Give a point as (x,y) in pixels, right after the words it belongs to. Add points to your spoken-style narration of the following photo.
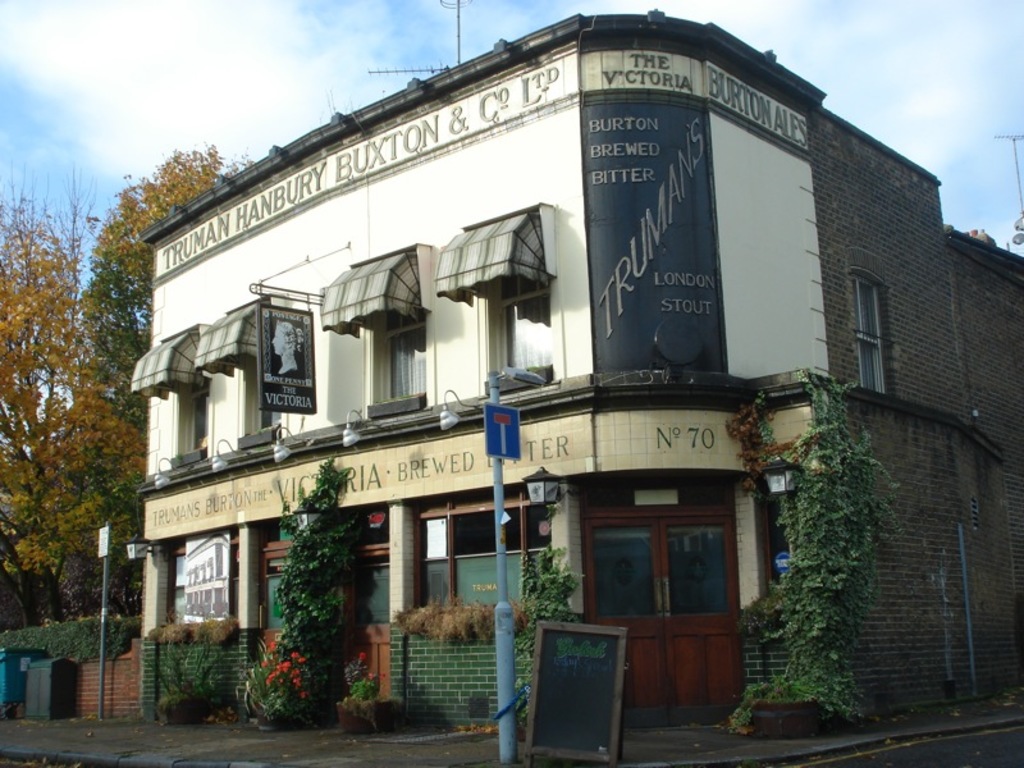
In this image we can see buildings (528,273), street poles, street lights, creeper plants (318,573), information boards (551,683), trash bins (21,671), bushes (175,682), name boards (452,464), trees (100,269) and sky (333,64) with clouds (106,88).
